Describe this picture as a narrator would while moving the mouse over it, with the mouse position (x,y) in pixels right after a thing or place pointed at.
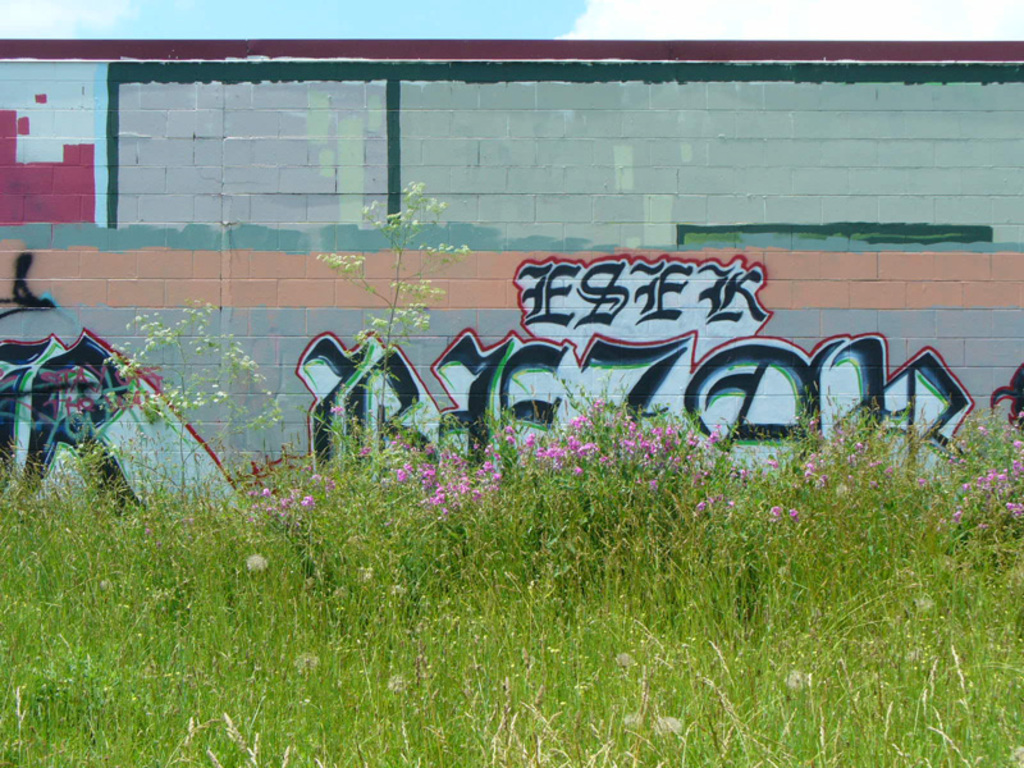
In this picture we can see a brick wall (840,100) with graffiti (65,395). On the ground (81,465) we have grass (444,441) and flowers (511,441).
